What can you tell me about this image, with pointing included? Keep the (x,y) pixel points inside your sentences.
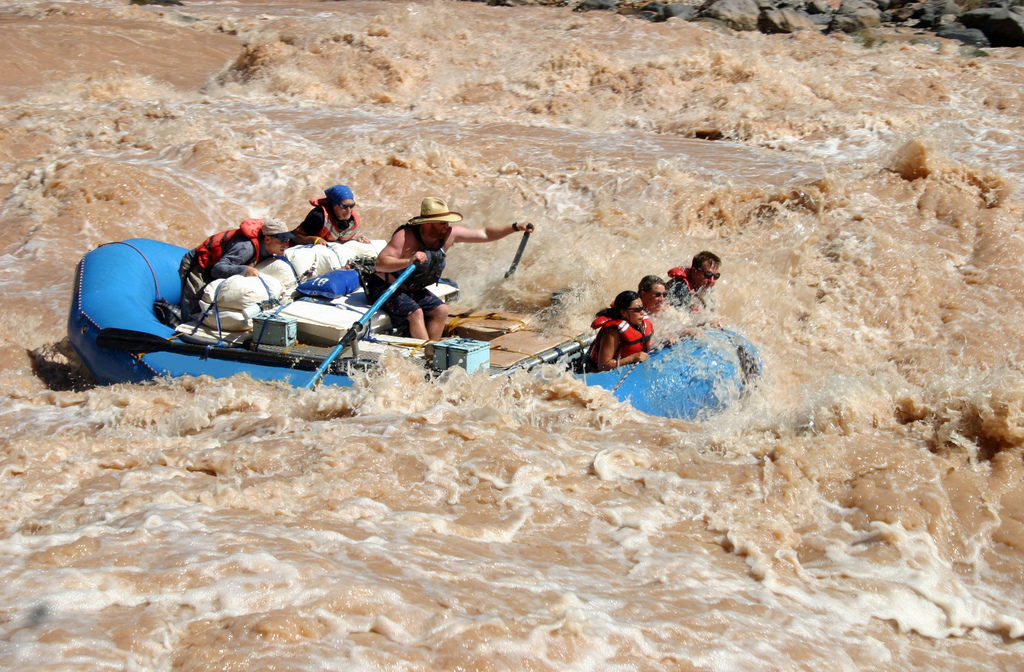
On the background of this picture (878,28) we can see few stones (836,15). This is a flowing river (691,560) which is brown in colour. In the middle of the river (683,433) there is a blue boat (113,284), we can see a black paddle (136,343). At the back side of the boat (173,276) there are two persons (347,188) kneeling down and putting their hands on a white bag (312,263) and they are wearing swim jackets (221,247) and caps (277,236). In the middle (417,327) there is one man (392,302) sitting and holding paddles (325,375) with two hands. He wore a hat (456,217) which is brown in colour. In Front of the boat (670,354) there are three persons (623,342) sitting, wearing a swim jackets (637,336) and goggles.
